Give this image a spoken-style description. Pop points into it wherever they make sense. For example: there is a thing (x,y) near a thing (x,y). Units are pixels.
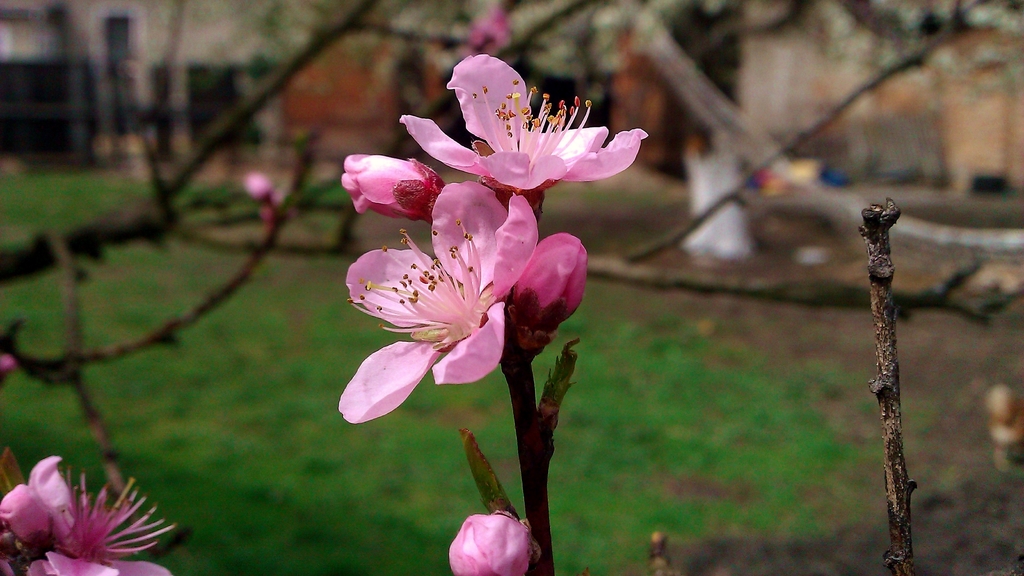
In front of the picture, we see a plant (564,317) which has pink color flowers (471,316) and the buds (370,175). Beside that, we see the stem (890,407) of a plant (877,226). At the bottom (363,477), we see the grass (265,440) and the pink flowers (35,515). There are wooden sticks (112,484), trees (110,470) and the buildings (370,119) in the background (945,162).
